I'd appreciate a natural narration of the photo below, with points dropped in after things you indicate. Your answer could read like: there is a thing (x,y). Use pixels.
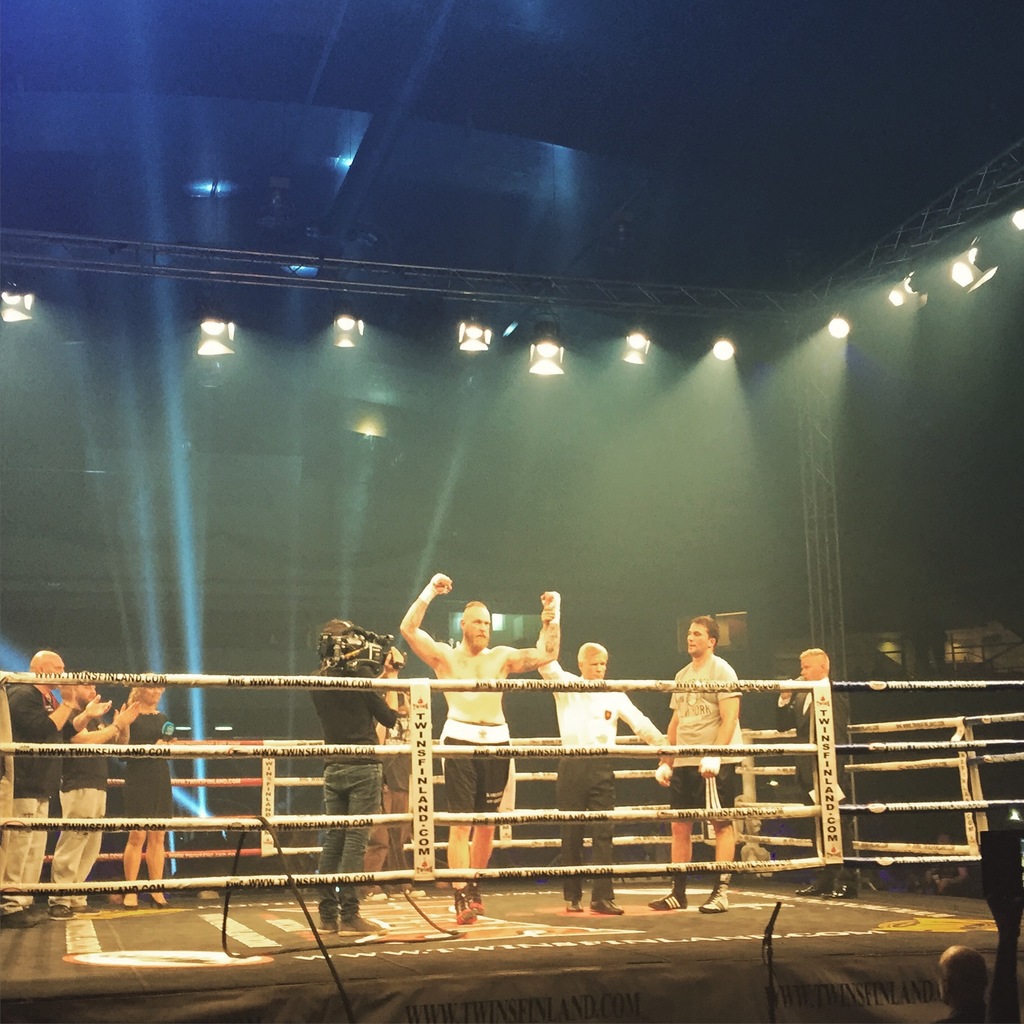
In this image, we can see some people (560,765) standing and at the top (361,320) we can see some lights (986,276).
